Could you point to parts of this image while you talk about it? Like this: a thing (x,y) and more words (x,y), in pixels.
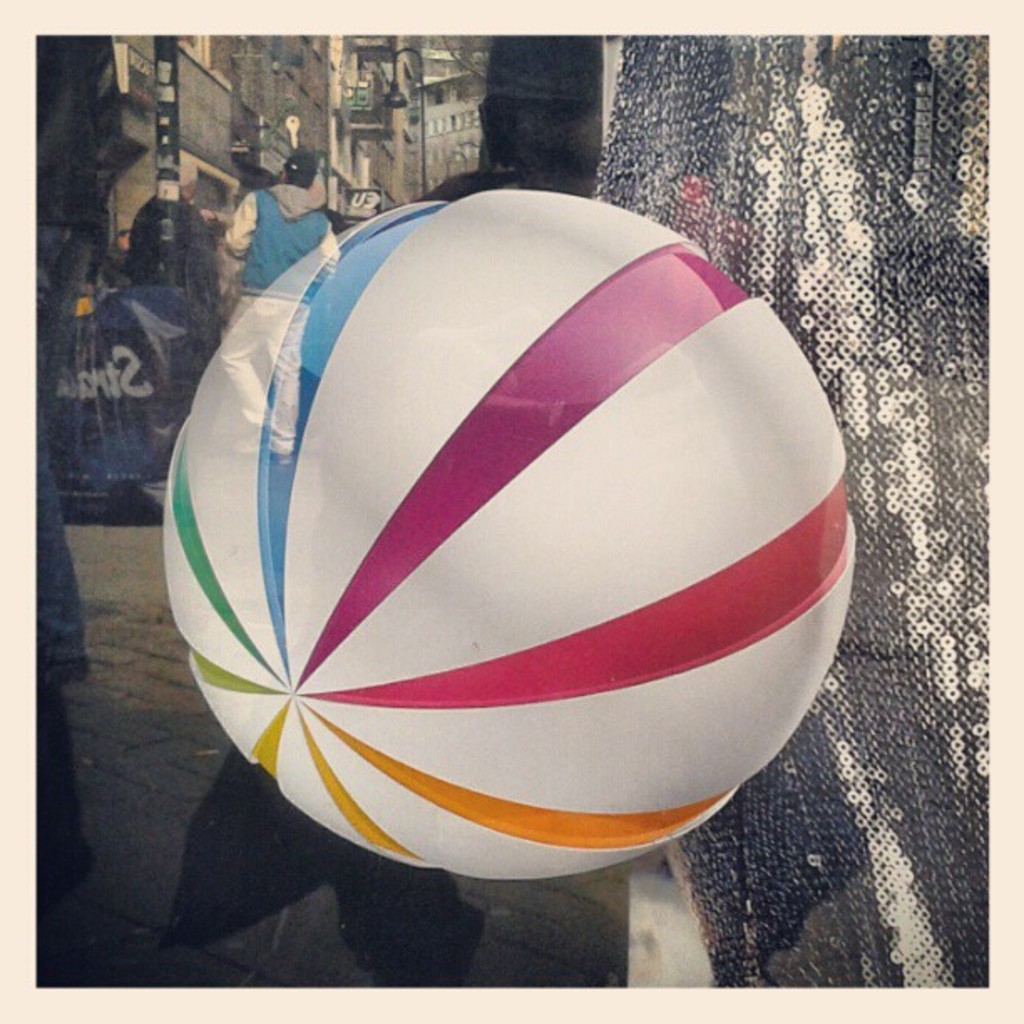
In this image, we can see a colorful balloon (570,513) and shining cloth (932,482). Here we can see few people (109,284), buildings (183,139), banner (124,367) and road (93,537).
